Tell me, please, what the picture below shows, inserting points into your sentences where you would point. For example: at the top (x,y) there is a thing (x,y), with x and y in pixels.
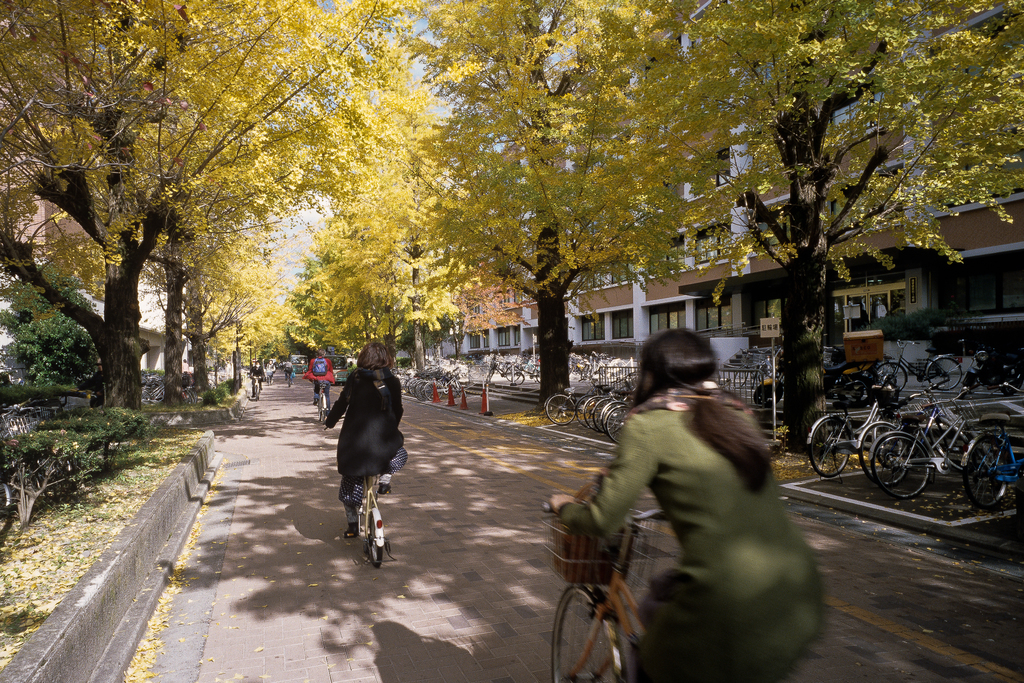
In the image we can see there are people (721,536) who are sitting on bicycle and on the other side there are many bicycles (596,374) which are parked on the road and there are lot of trees (604,243) in the area (267,499).
